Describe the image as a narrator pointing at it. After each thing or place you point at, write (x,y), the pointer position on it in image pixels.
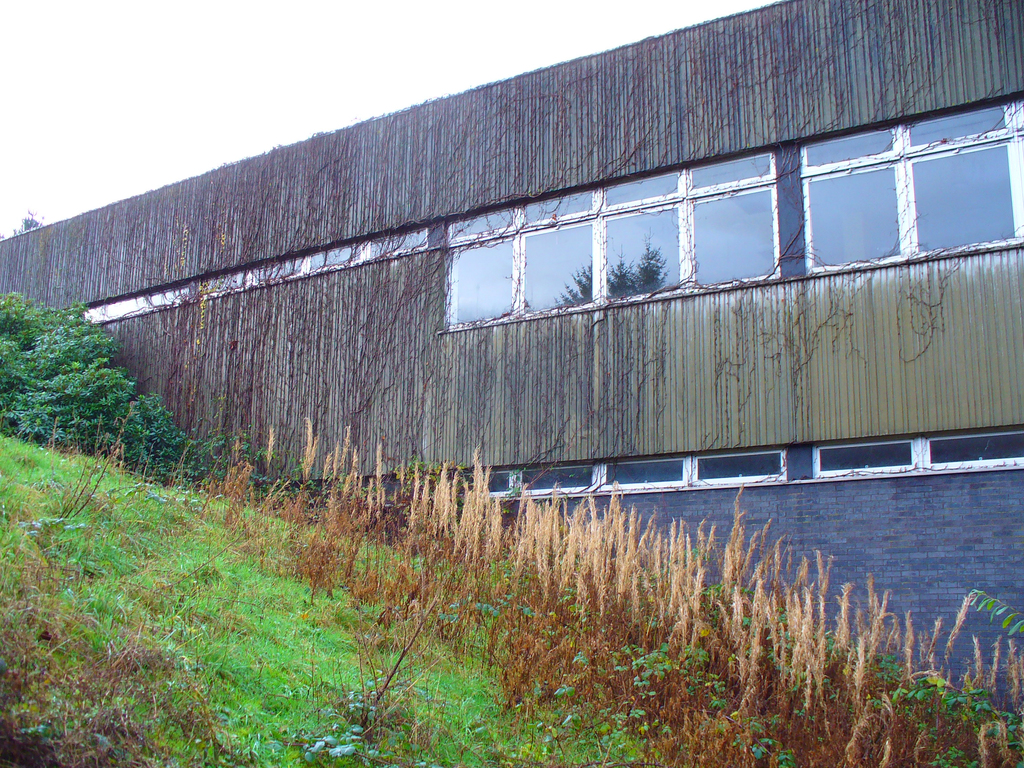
This image consists of a shed (340,338) along with the windows (946,246). At the bottom (574,689), we can see plants (122,468) and green grass (151,527) on the ground (186,591). At the top (120,70), there is sky (136,65).
